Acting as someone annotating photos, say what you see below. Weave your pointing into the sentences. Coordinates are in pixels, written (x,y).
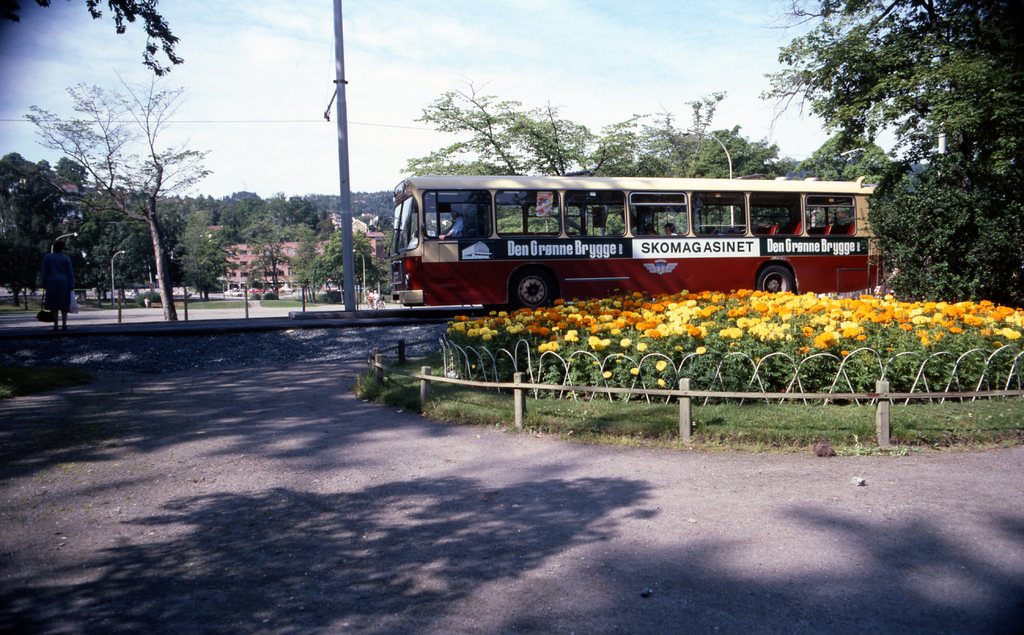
This picture is clicked outside the city. On the right side of the picture (728,373), we see plants (722,329) in the garden (699,346). These plants (620,363) have flowers (758,297) which are in yellow and orange color. In the middle of the picture (504,245), we see a bus (573,288) in maroon and white color is moving on the road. Beside that, we see an electric pole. There are trees (230,239) and buildings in the background (324,235). At the top of the picture (357,121), we see the sky (50,91). At the bottom of the picture (415,549), we see the road (415,549).
